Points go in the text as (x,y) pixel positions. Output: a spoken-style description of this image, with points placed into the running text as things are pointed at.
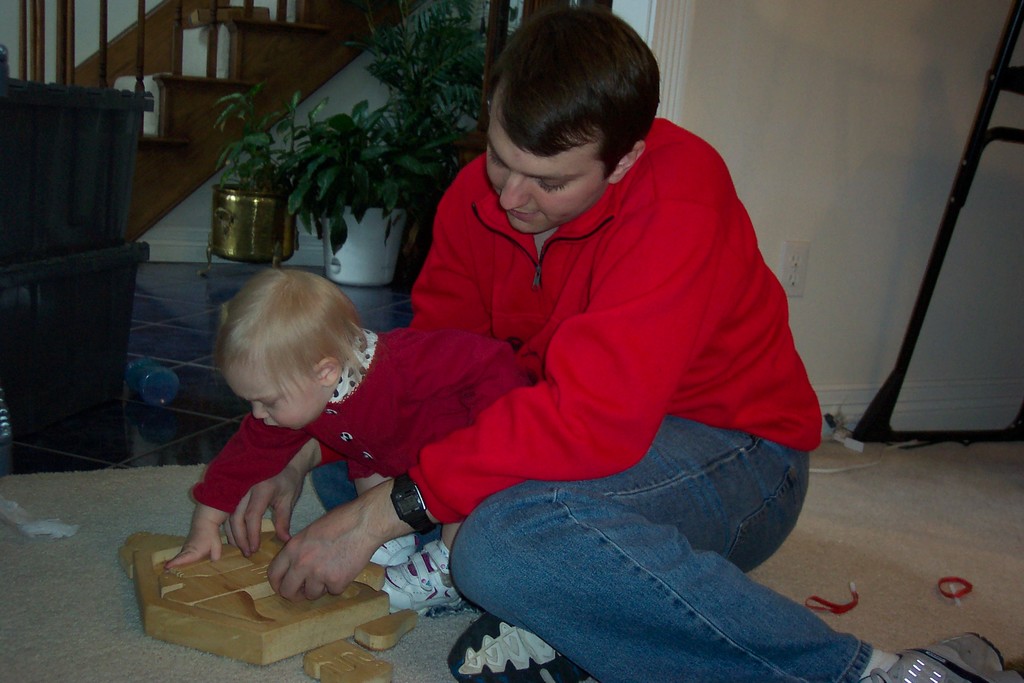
In this image we can see a man (624,365) and a boy (371,484) are sitting on the floor (189,435) and arranging some wooden object (268,608). We can see the carpet (983,557) on the floor (179,419). In the background (833,205), we can see potted plants (315,179), stairs (317,51), railing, wall (810,57), black color containers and metal objects (938,277). We can see a bottle (157,367) on the floor (161,441). The man (679,248) is wearing a red color jacket (583,428), jeans (839,650) and shoes (932,673). And the boy (414,425) is wearing a red color dress (426,410) and shoes (426,569).
